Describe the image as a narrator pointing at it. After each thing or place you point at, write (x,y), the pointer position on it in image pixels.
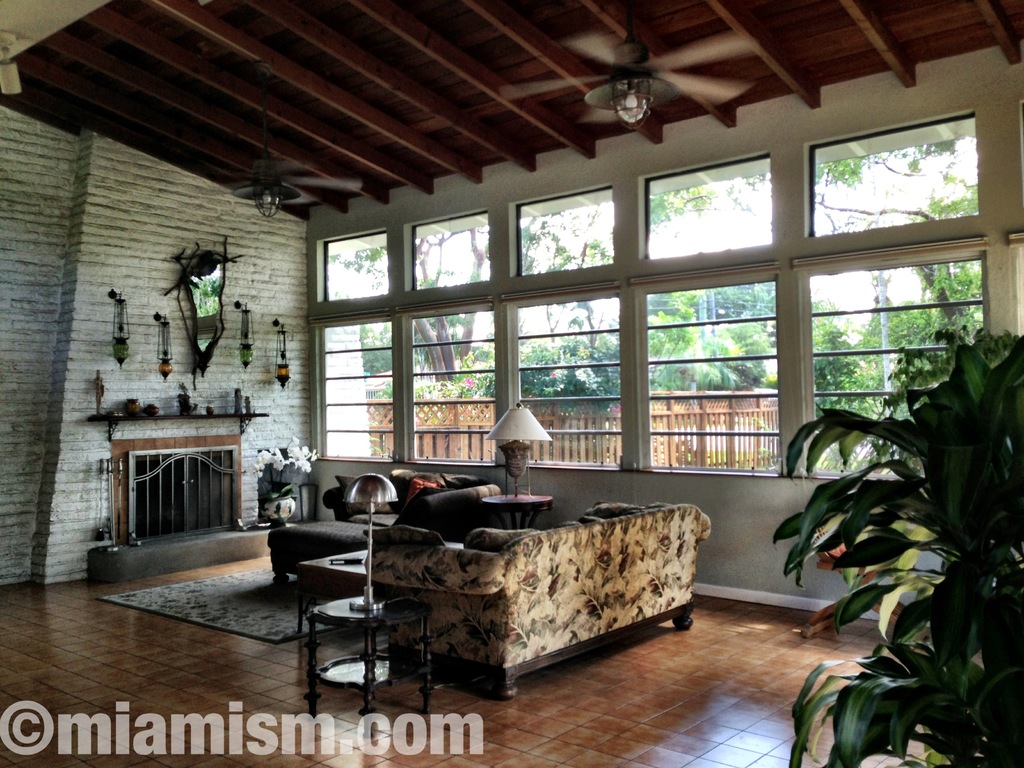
This image is clicked inside the house (780,626). In the middle (397,482), there is a sofa (523,612). Beside that there is a stool (364,637) on which, a light (376,608) is kept. To the left (168,509), there is a fireplace (151,485) and wall (63,358) on which mirrors (208,252) are kept. In the front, there are windows (599,376) through which trees (835,358) are seen. To the right (932,597) there is a plant (901,687).
